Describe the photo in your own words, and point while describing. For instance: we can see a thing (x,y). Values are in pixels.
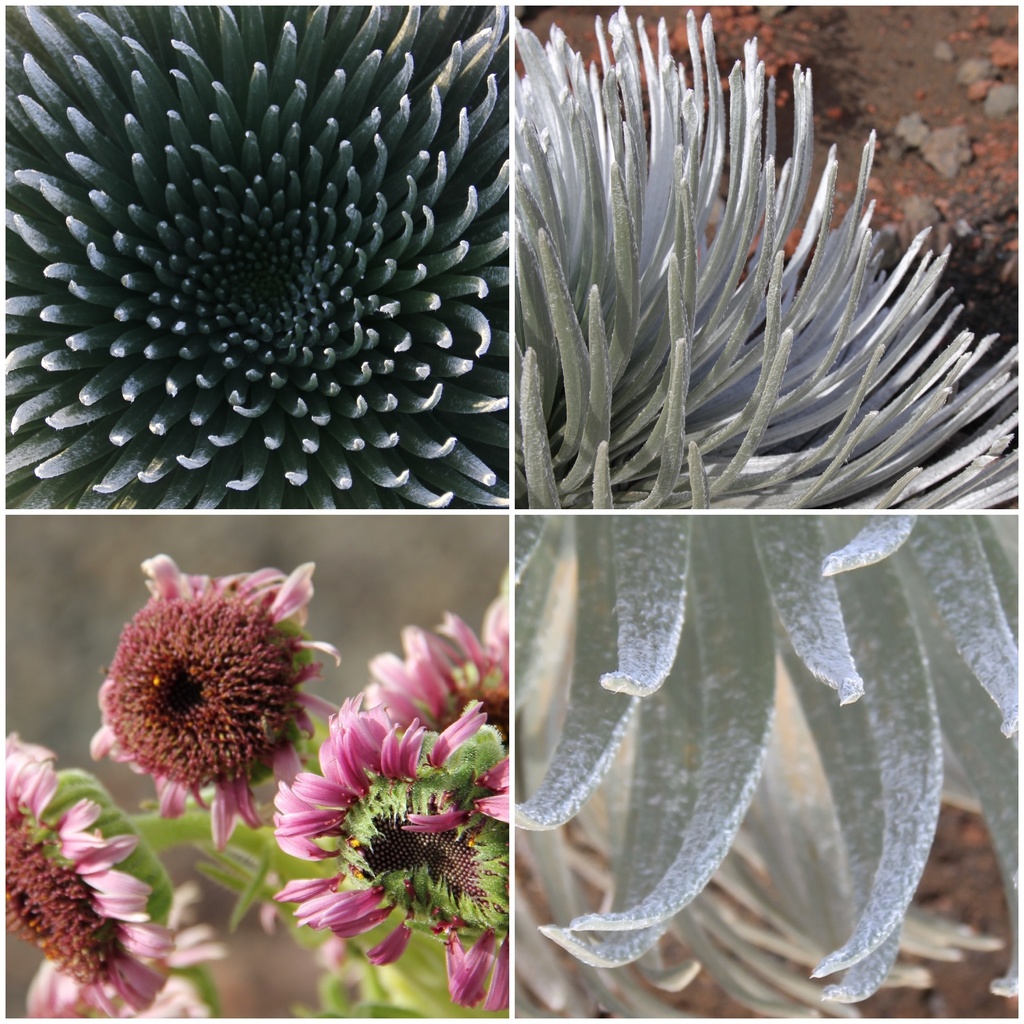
This is a collage image. In this image I can see the flowers (86,832) and plants (135,839).
